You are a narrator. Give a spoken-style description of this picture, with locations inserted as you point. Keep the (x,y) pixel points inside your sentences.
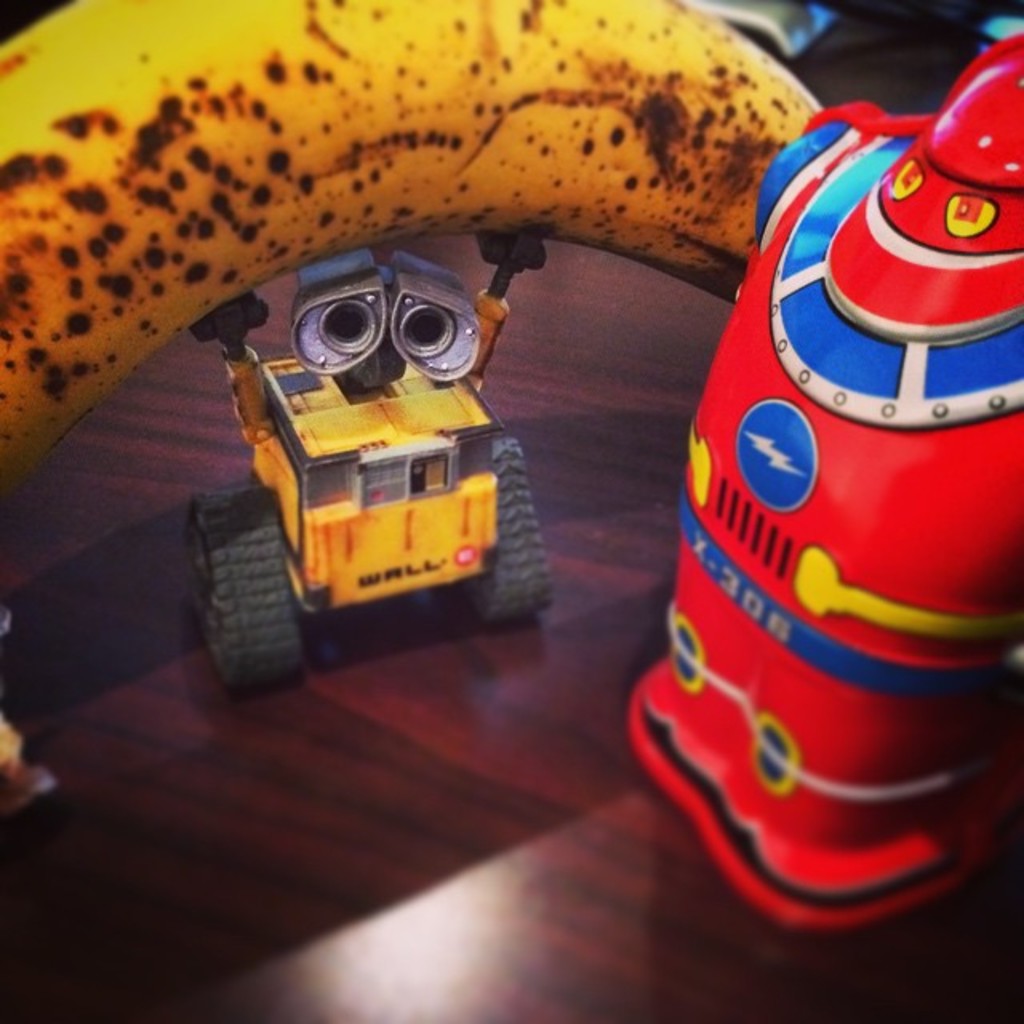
In the image we can see there are toys (763,506), this is a wooden surface (360,732) and a ripe banana (255,156).
